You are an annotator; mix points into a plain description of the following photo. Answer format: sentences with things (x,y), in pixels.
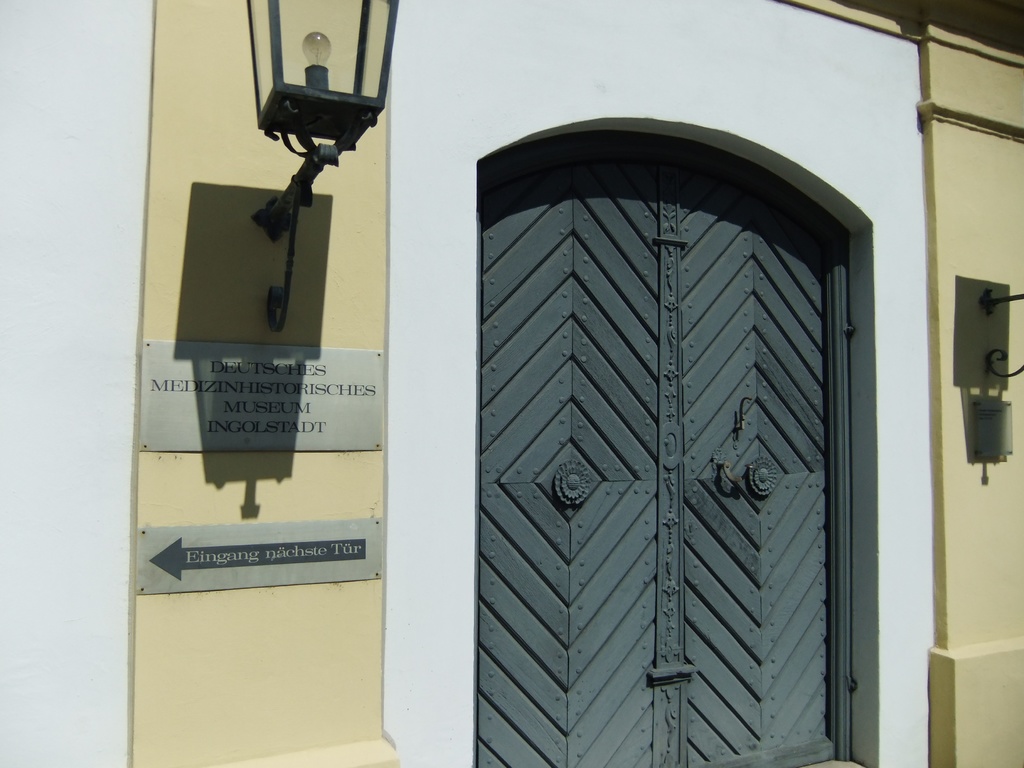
In this image I can see the door (703,427) and I can see the light (327,83) attached to the wall (327,171) and the wall (368,167) is in yellow and white color.
